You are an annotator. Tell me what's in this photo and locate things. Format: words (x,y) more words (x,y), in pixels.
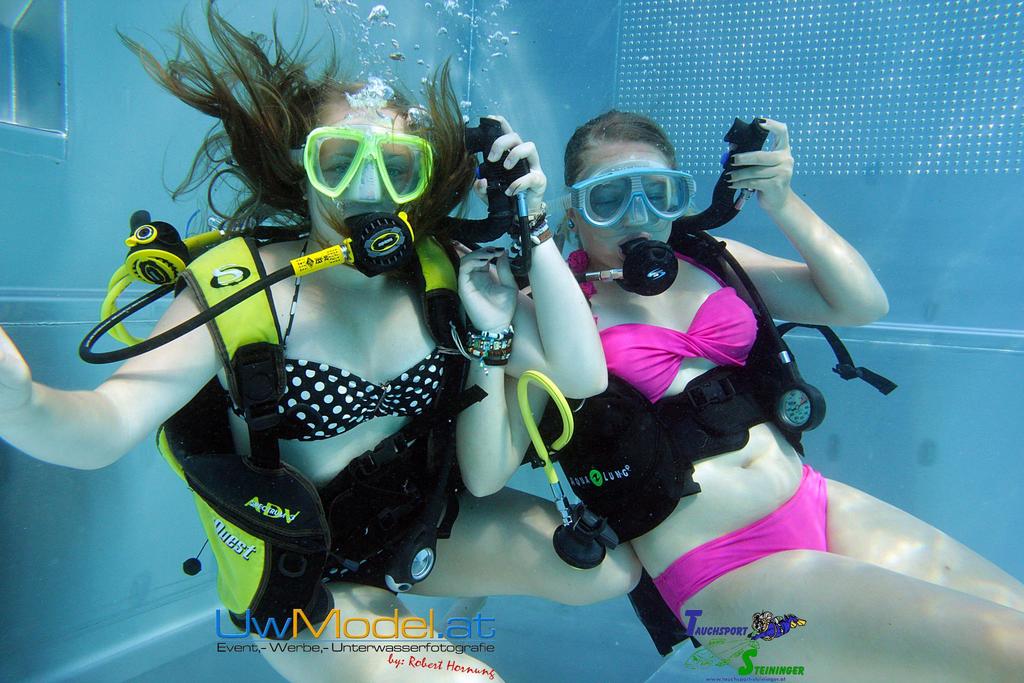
In this image we can see two women (677,359) in the water (698,197). Here we can see the underwater breathing equipment (672,237).
